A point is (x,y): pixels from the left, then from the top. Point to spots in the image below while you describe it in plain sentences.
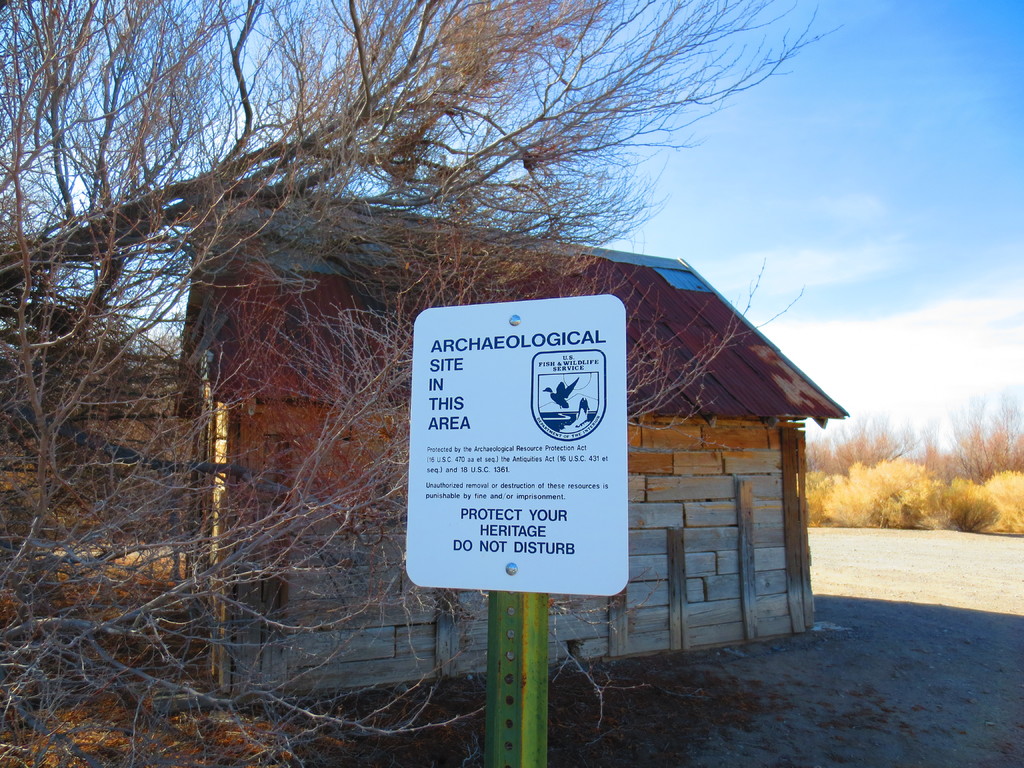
There is a board (557,488) in the center of the image (485,413) and a house (334,337), trees (1003,446) and sky (920,297) in the background area (300,411).
